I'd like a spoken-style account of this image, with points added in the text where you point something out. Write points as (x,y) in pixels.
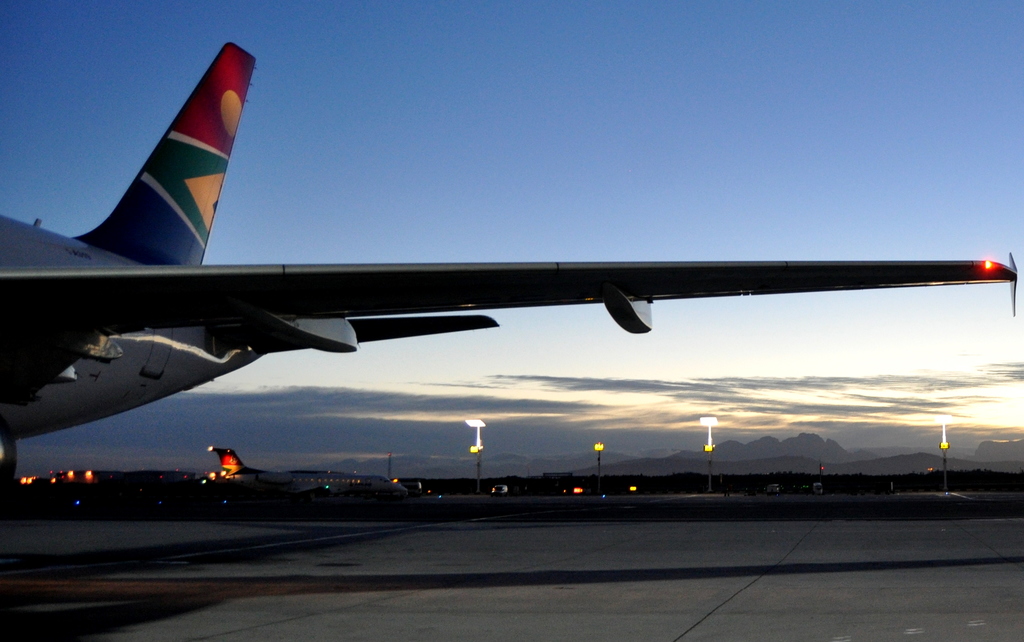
In the foreground of this image (240,319), there is a truncated air plane (293,300) on the ground (325,606). In the background (343,482), there is an airplane (350,485) moving on the runway (549,501), few poles (480,438), sky (778,342) and the cloud (803,422).
